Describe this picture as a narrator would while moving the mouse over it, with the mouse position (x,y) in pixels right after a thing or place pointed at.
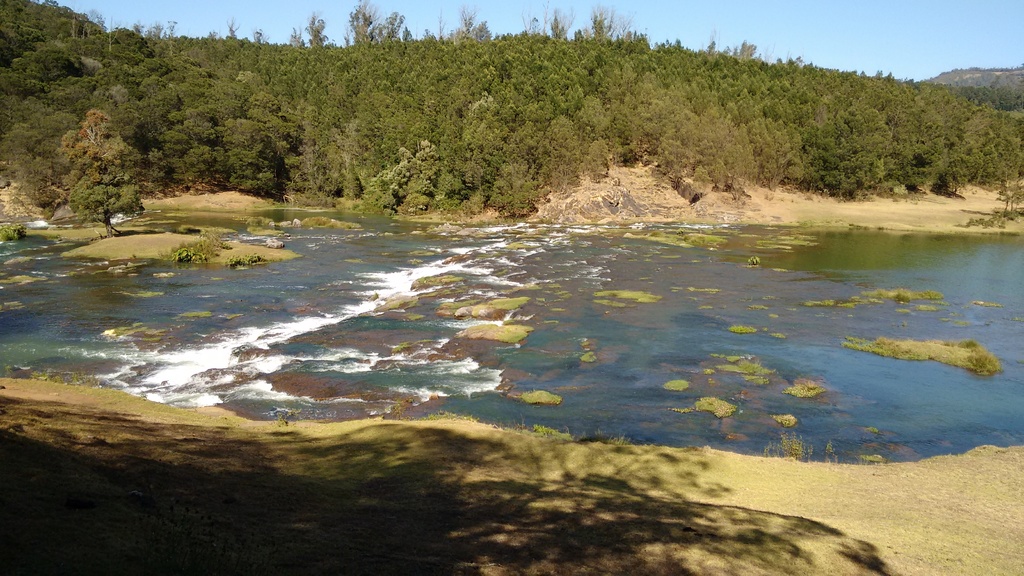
This looks like a river (520,284) with a water (884,269) flowing. I can see the rocks (398,345). This is the grass (656,463). These are the trees (252,113). This looks like a hill (953,77).
